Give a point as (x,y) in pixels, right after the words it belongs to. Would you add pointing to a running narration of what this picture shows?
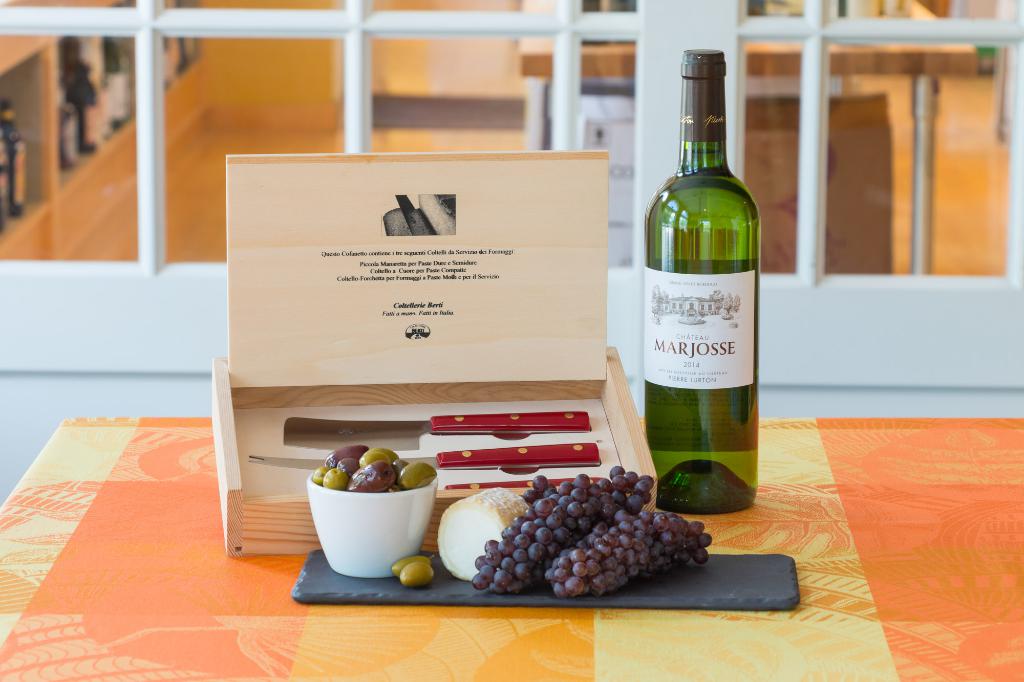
In this image i can see grapes (585,513) few fruits (409,468) in a bowl (393,522), three knives (484,463), a wooden box (491,309), a bottle (678,331) on a table (792,454) at the background (834,404) i can see a railing (822,271) door (825,291).
